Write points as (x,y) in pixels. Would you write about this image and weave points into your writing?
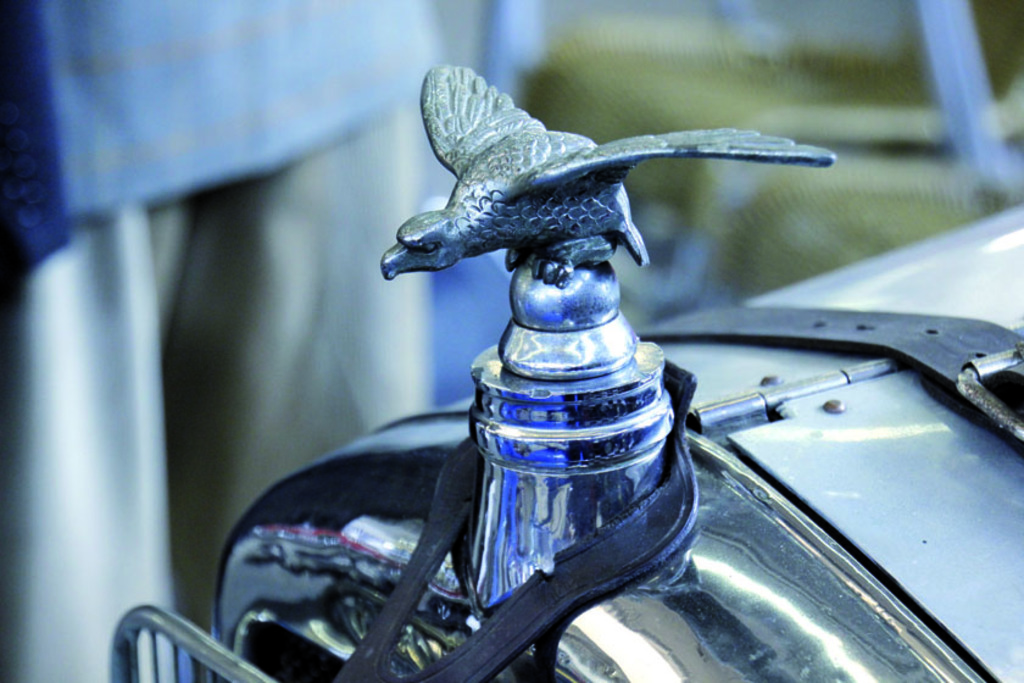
In this image, this looks like a company logo (532,292), which is on a vehicle (496,562). The background (417,15) looks blurry.
